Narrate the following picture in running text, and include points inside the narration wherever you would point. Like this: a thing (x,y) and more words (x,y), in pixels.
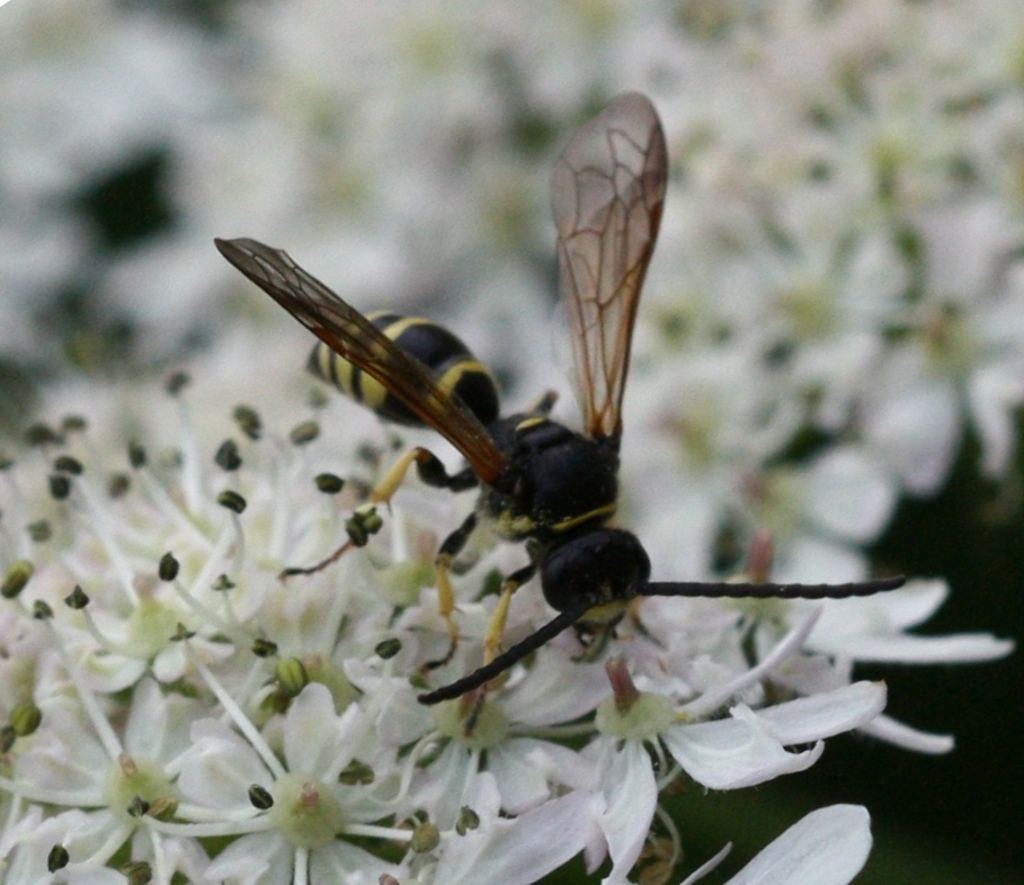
In this image I can see the wasp (494,487) on the flowers (421,713). The wasp (577,612) is in black, brown and yellow color and the flowers (236,714) are in white and green color.
